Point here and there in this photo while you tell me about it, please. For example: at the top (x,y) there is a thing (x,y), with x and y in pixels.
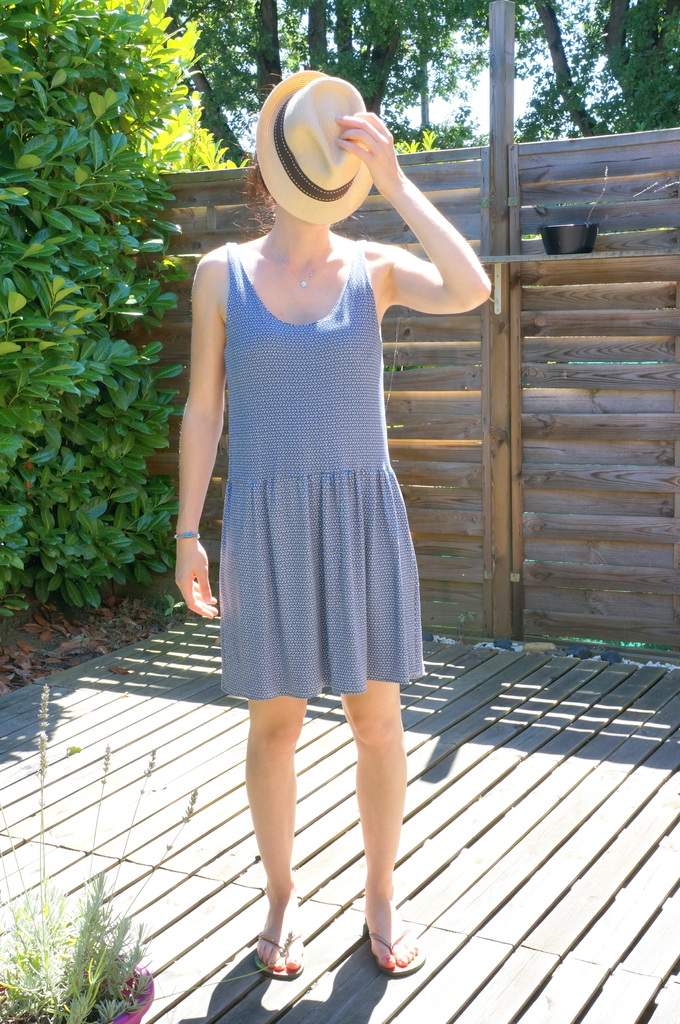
In this picture we can see a woman (275,757) standing on the ground (326,766), she is holding a hat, here we can see a house plant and in the background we can see a fence (623,378), trees (671,104), sky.
